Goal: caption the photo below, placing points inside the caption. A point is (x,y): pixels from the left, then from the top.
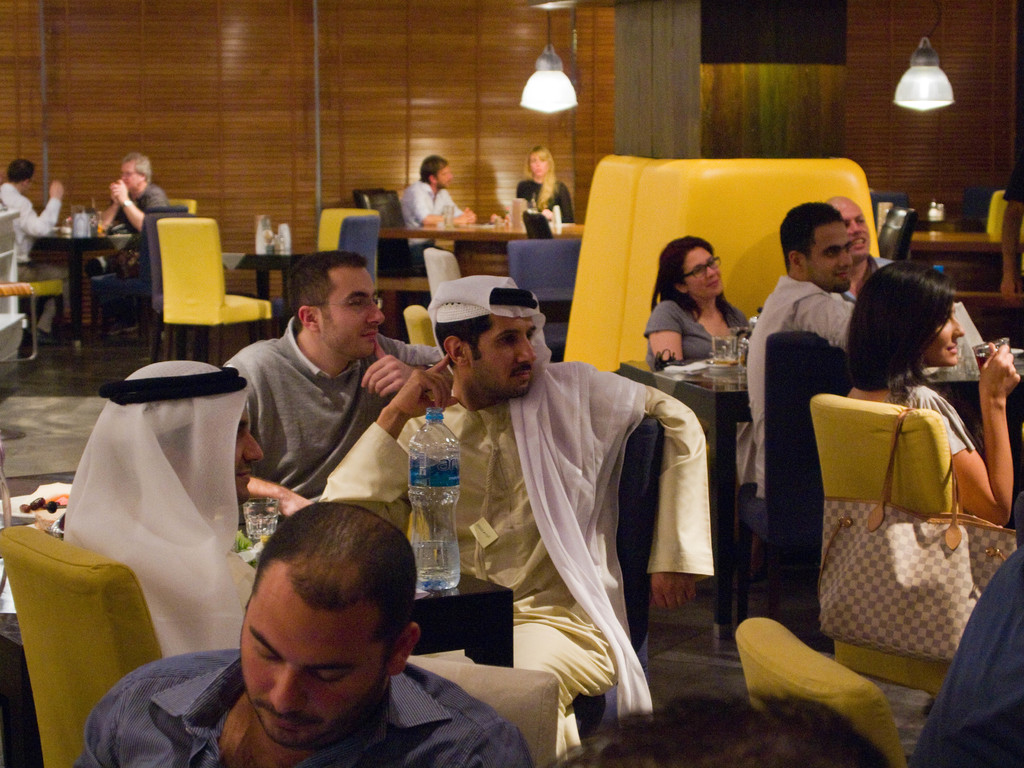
In this image i can see group of people (410,379) sitting on chairs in front of table (256,509), On the table (253,532) i can see few bottle (412,495) and few glasses (265,522). In the background (301,248) i can see a wooden wall (273,92), few lamps (567,95) and a pillar (774,54).
